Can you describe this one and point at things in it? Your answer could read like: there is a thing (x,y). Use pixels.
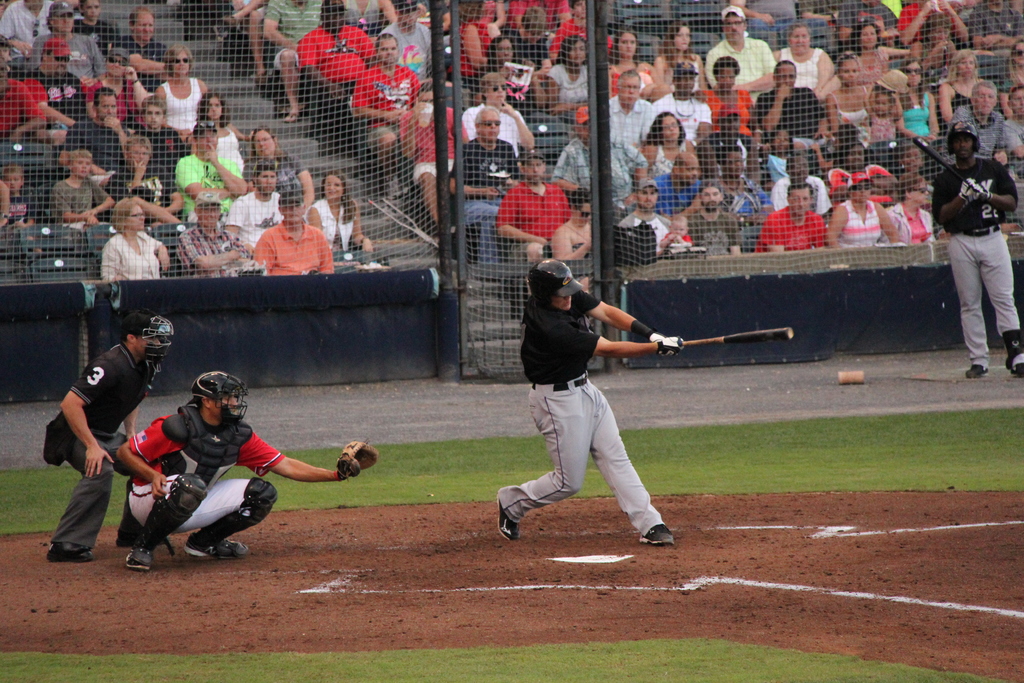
In this image we can see players (1004,208) are playing baseball on the ground (906,564). Background of the image (641,297), fencing (472,255) is there. Behind the fencing (516,247), people (740,82) are sitting in the sitting area (26,173) of the ground (960,547) and watching the game.
